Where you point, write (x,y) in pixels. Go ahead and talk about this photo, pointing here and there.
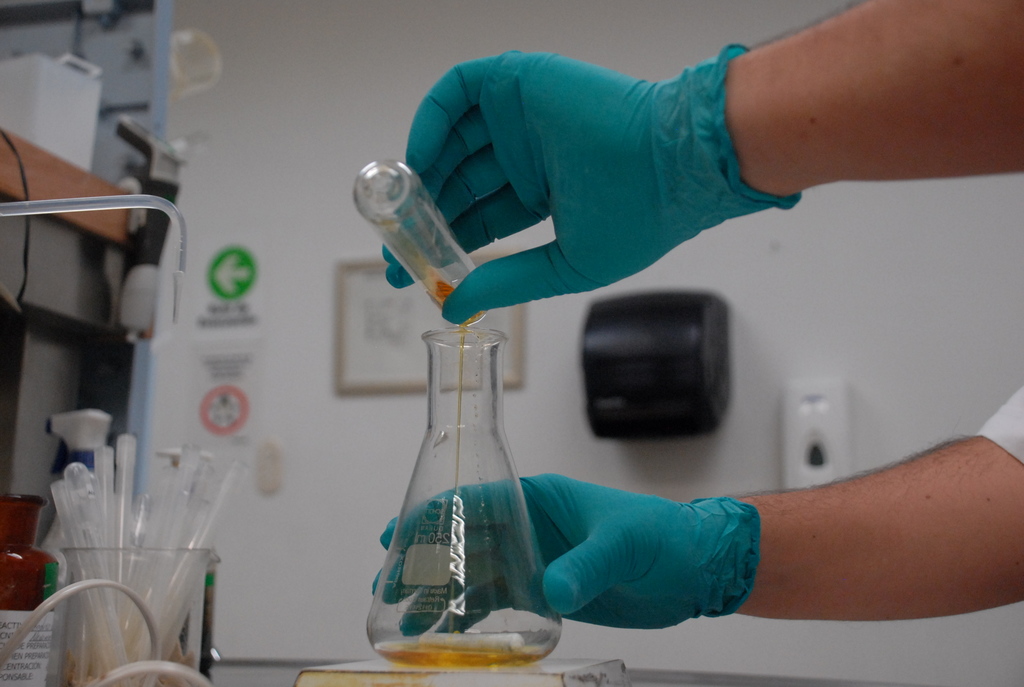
In this image we can see a person's hand (668,592) wearing gloves (579,575) and holding the glass bottle (432,353) and the test tube (416,264) in his hands (524,292). In the background (69,497), we can see few more test tubes (186,495), bottles (40,570), boards (216,331), photo frame (375,390) on the wall (319,369) and few more thing (657,377) here.
